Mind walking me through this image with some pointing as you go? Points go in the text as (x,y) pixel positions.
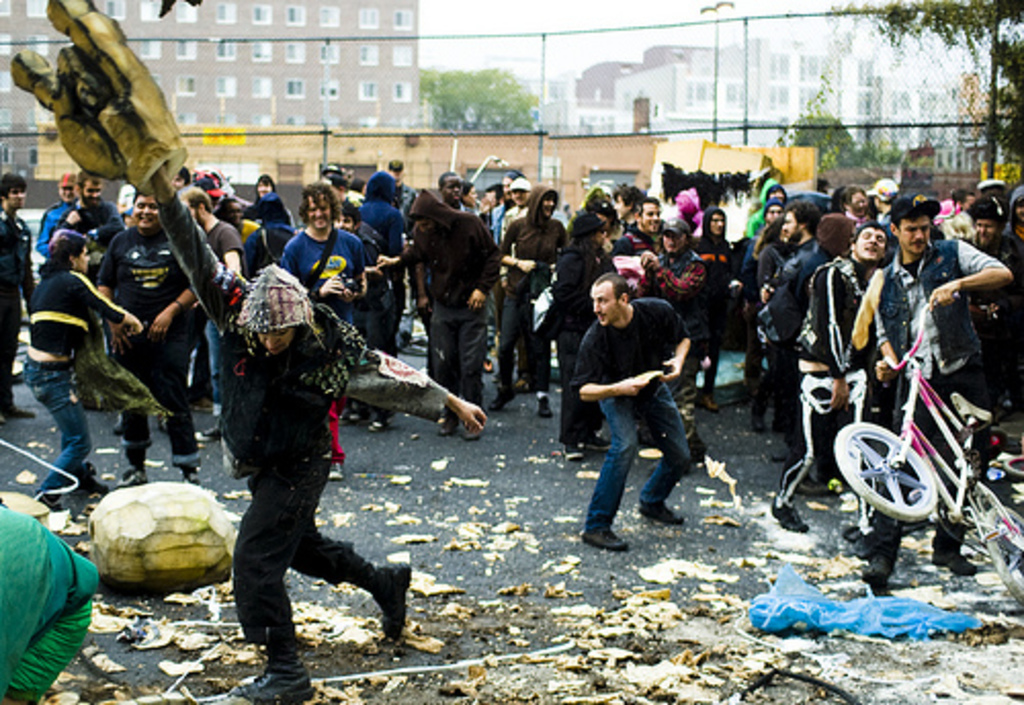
In this picture we can see there are some people (835,386) standing and a person (944,451) is holding a bicycle (896,453) and another person (323,430) is holding an object (126,153). Behind the people (380,317) there is a fence (739,125), trees (833,157), buildings (594,84) and a sky (600,12). On the road (459,572) there are some items (558,614).
